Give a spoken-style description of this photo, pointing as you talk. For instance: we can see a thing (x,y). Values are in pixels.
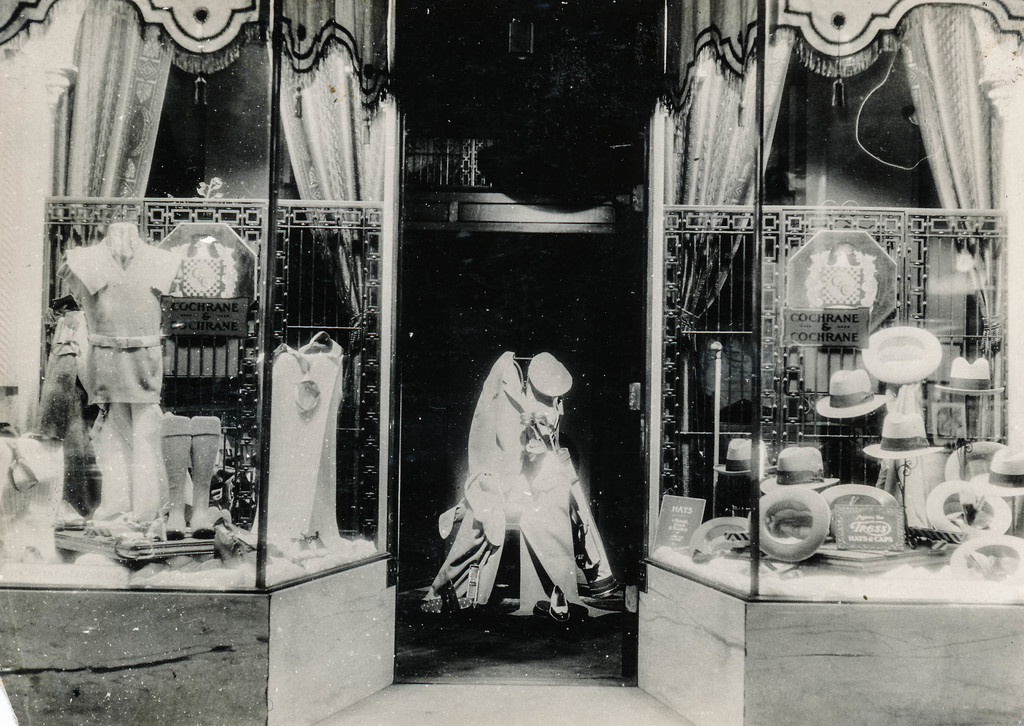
In this picture I can see there are few dresses (127,468) placed at left (65,499) and there is a glass (259,348) placed around it. There are hats (799,493) on to right (832,460) and there is a glass (832,476) placed around it. In the backdrop (503,578) there is a white color object (537,482) and this is a black and white image.
